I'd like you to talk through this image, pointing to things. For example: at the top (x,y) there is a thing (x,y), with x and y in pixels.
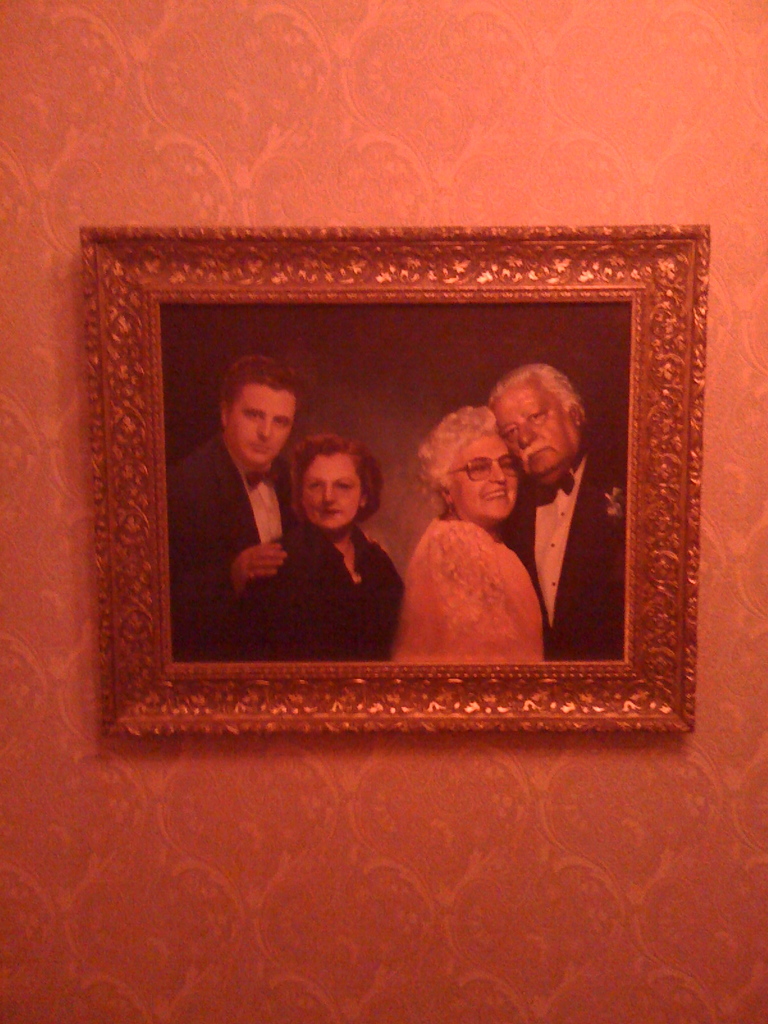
In this image we can see a photo frame (357,414) on the wall (390,66), there are four persons (397,614) in the frame (349,559).
